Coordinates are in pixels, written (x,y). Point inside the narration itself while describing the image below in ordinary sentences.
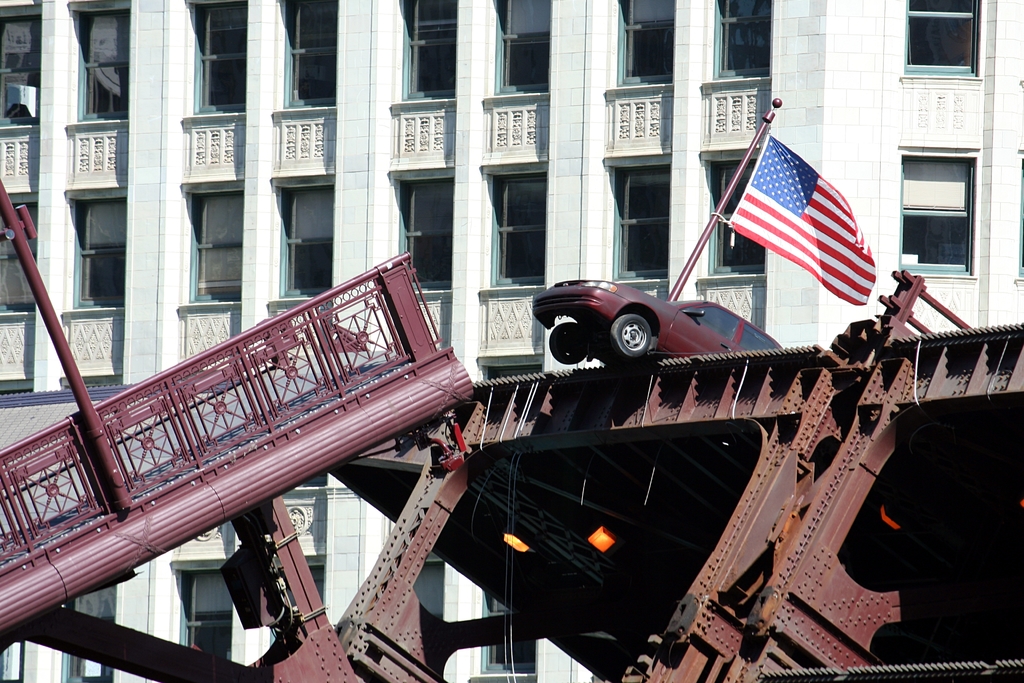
In the image it looks like some metal construction (639,459) and above that there is a car (676,307) and a flag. In the background (376,258) there is a huge building (330,273).
